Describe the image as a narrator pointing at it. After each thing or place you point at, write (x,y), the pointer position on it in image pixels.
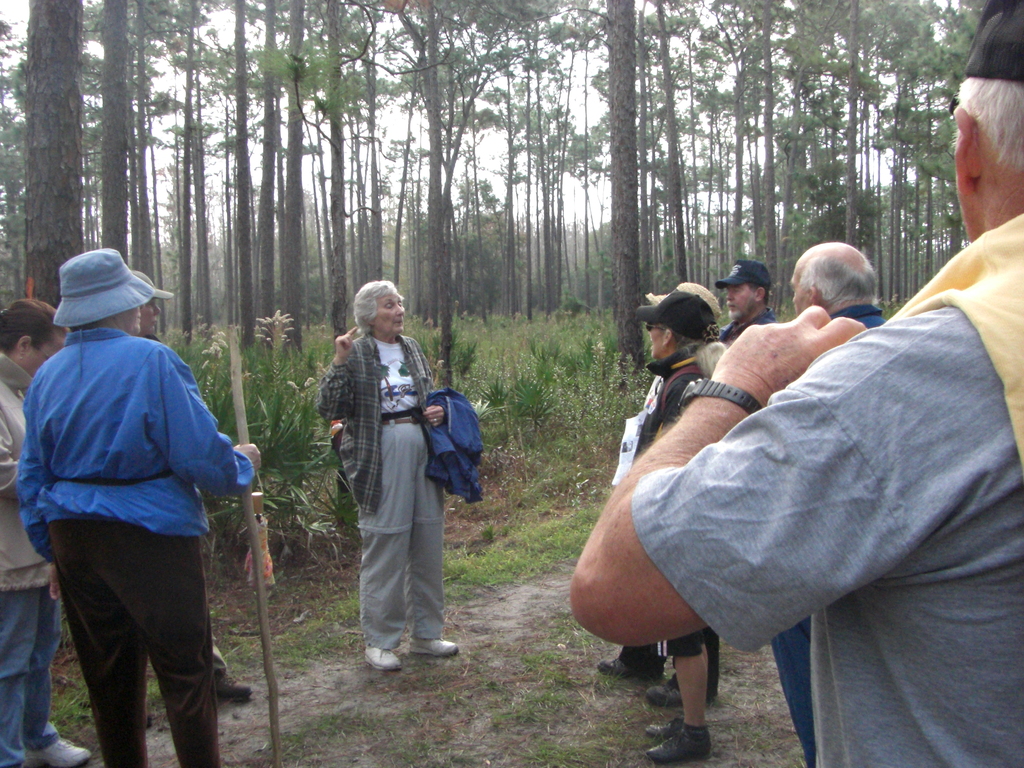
In this image few persons (956,589) are standing on the land (514,700) having some grass (534,710) and plants (637,401) on it. A person (395,601) wearing a shirt (345,375) is holding a cloth (441,437) in his hand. A person (157,485) wearing a blue jacket (72,337) is holding a stick (258,563) in his hand (252,461). Few persons (651,400) are wearing a cap (725,286). Behind them there are few trees (607,139).
